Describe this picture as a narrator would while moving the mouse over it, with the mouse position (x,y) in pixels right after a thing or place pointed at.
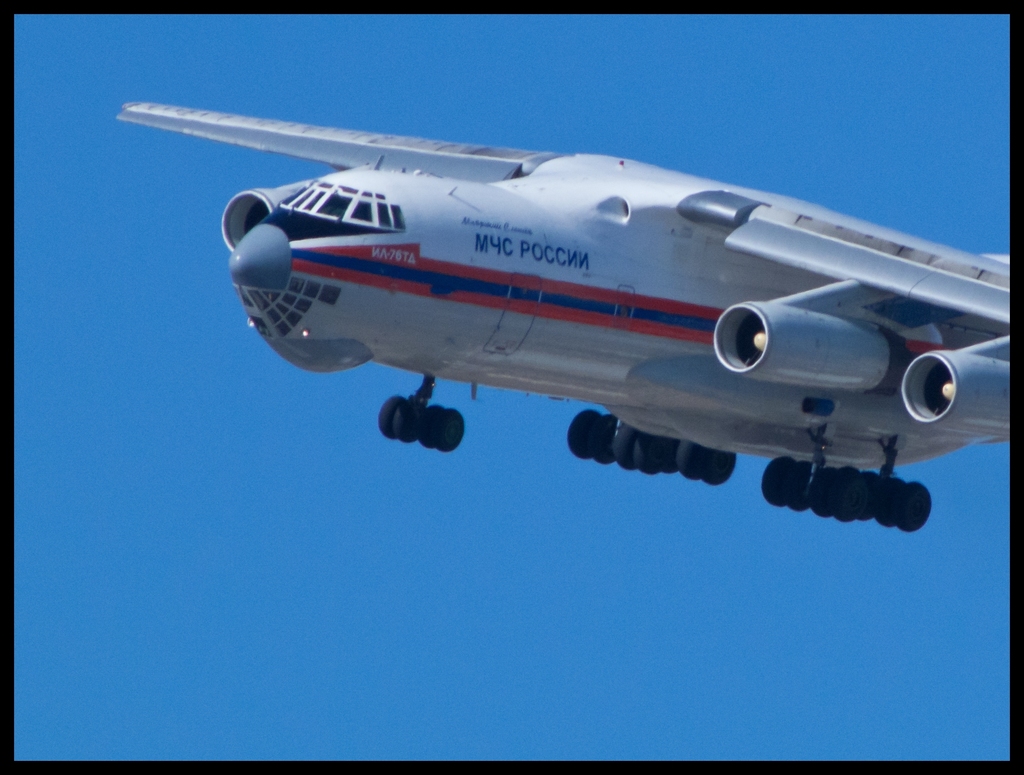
This is an edited picture. I can see an airplane (940,409) flying in the sky (198,536).
